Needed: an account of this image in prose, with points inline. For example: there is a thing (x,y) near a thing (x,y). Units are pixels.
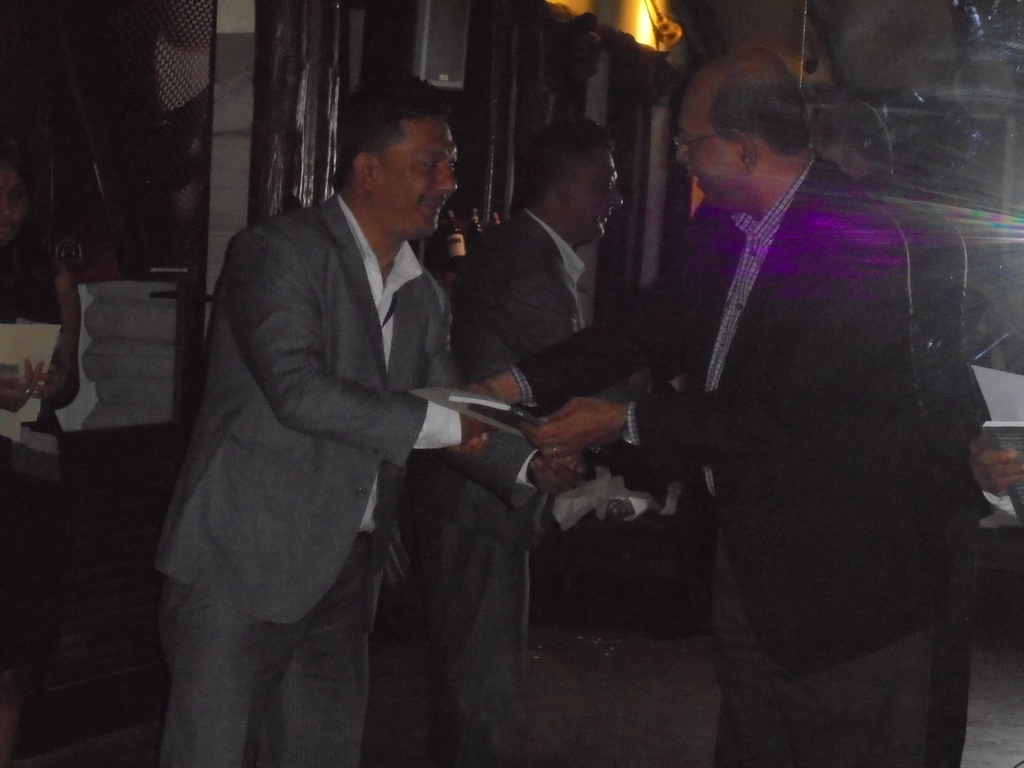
In the center of the image (361,438) we can see two persons (648,411) are standing and they are smiling, which we can see on their faces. And we can see they are holding some objects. And the right side person (763,348) is wearing glasses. On the right side of the image (1004,472) we can see one human hand (986,467) holding some objects (979,381). In the background (661,148) there is a wall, speaker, light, glass (870,78), one person (4,392) standing and holding some objects (37,358) and a few other objects (460,239). And we can see the reflection (931,265) of the two front persons (697,174) on the glass (593,214).
